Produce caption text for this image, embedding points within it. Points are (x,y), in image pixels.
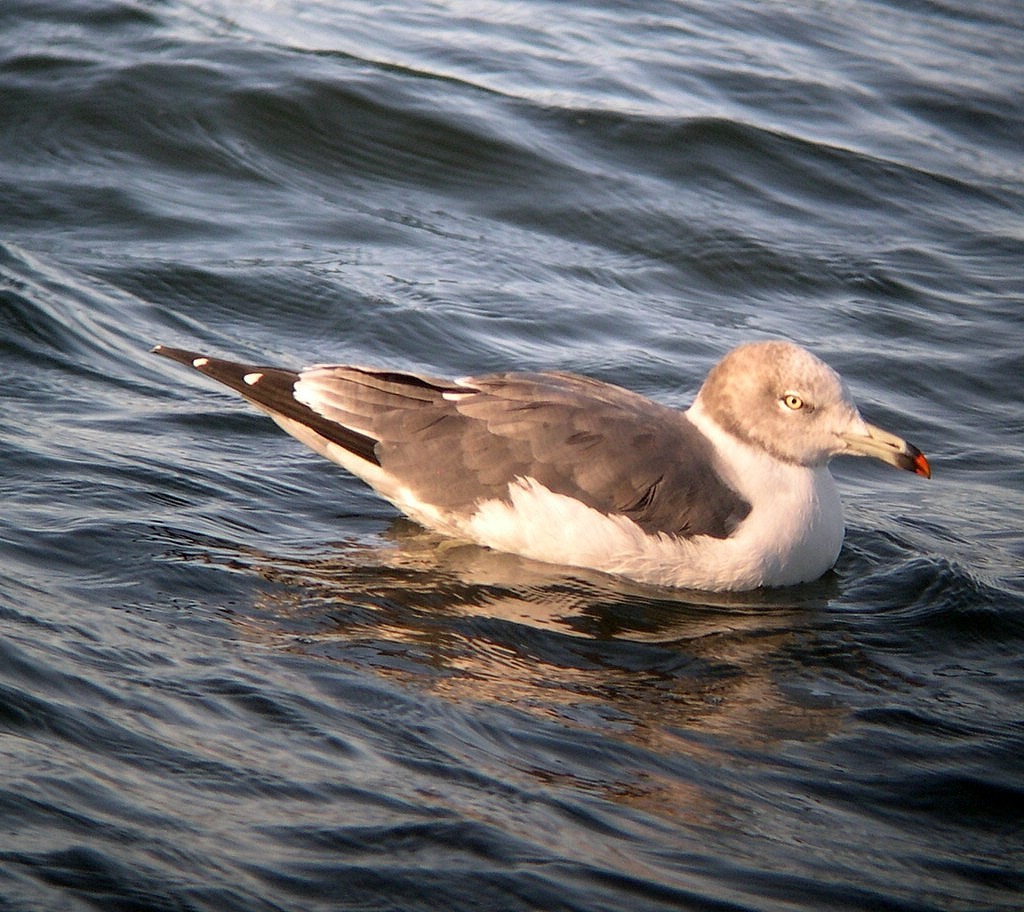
In the picture there is a gull (697,501) swimming on the water surface (420,815).
